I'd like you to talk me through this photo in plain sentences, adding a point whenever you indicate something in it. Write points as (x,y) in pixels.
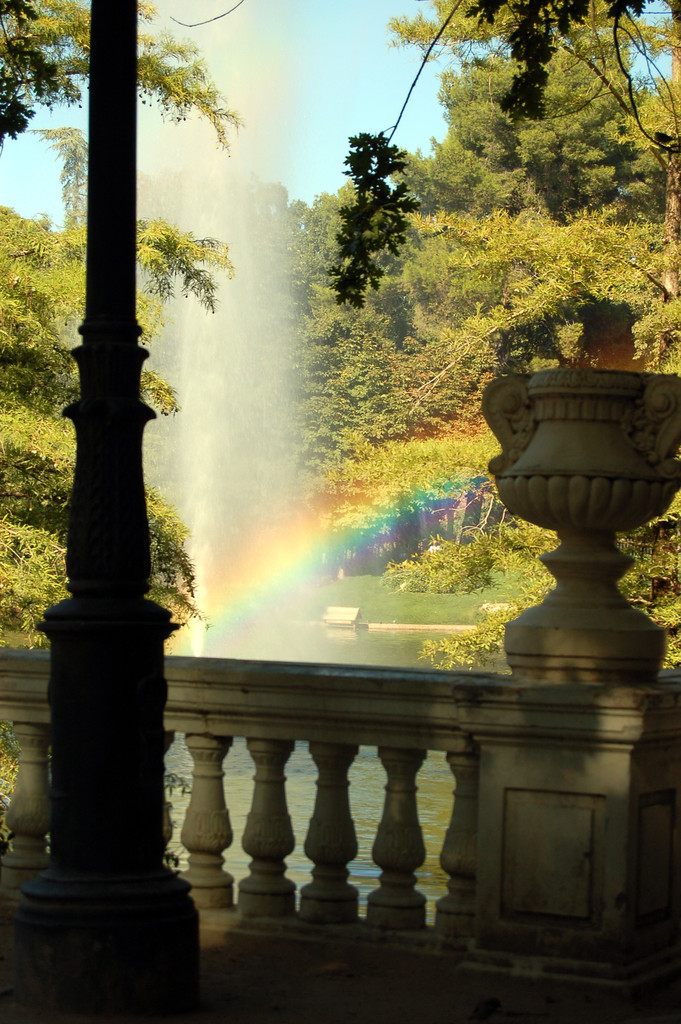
Here in this picture, on the left side (114,86) we can see a pole (104,301) present and in front of it we can see a railing (171,672) present and we can also see water (367,657) present all over there and we can also see a rainbow (360,534) present and we can see a water fountain (224,368) present and we can see some part of ground (378,575) is covered with grass (502,574) and we can see plants (474,549) and trees (325,392) present and we can see the sky (328,113) is clear.
